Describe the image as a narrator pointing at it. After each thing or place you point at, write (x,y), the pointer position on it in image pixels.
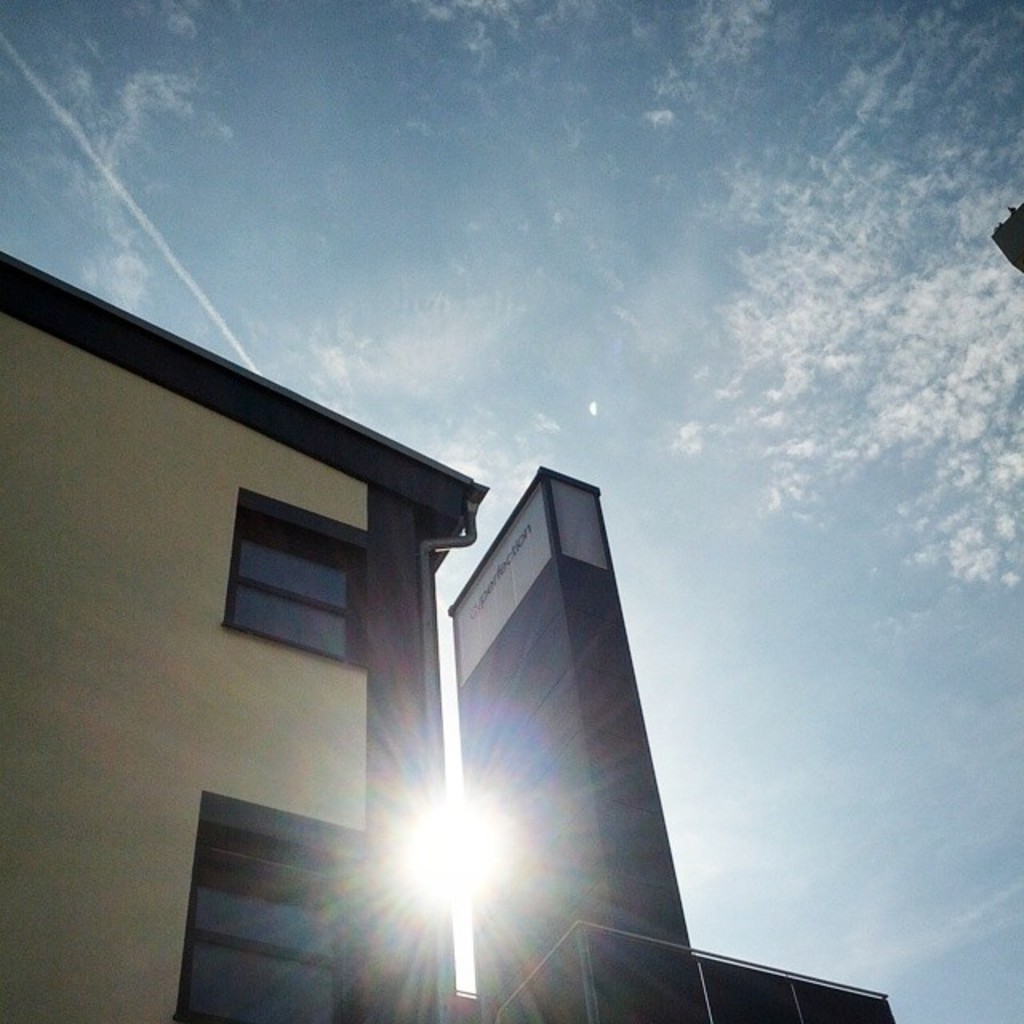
This picture is clicked outside. On the left (315,614) we can see the building (340,673) and the windows (328,838) of the building (376,929) and we can see a deck rail (691,980) and a text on an object (555,732) and we can see the sun light (479,845). In the background (885,675) we can see the sky (687,284).
